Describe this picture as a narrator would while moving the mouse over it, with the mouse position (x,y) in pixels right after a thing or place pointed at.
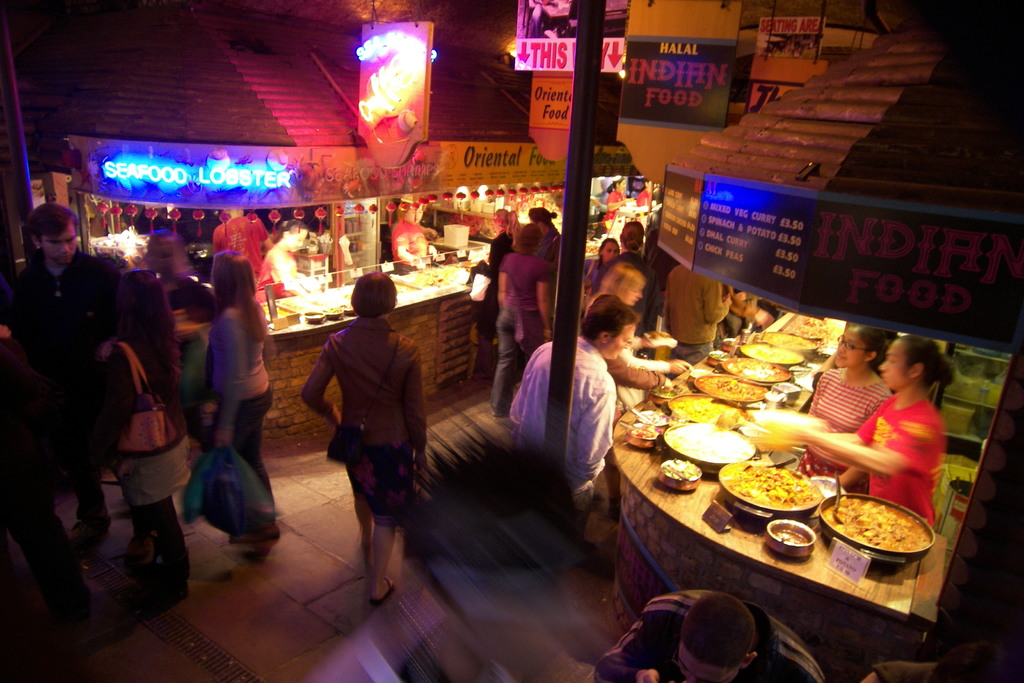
In this picture there are few people (540,293) standing and there are few stalls (873,275) on either sides of them.
